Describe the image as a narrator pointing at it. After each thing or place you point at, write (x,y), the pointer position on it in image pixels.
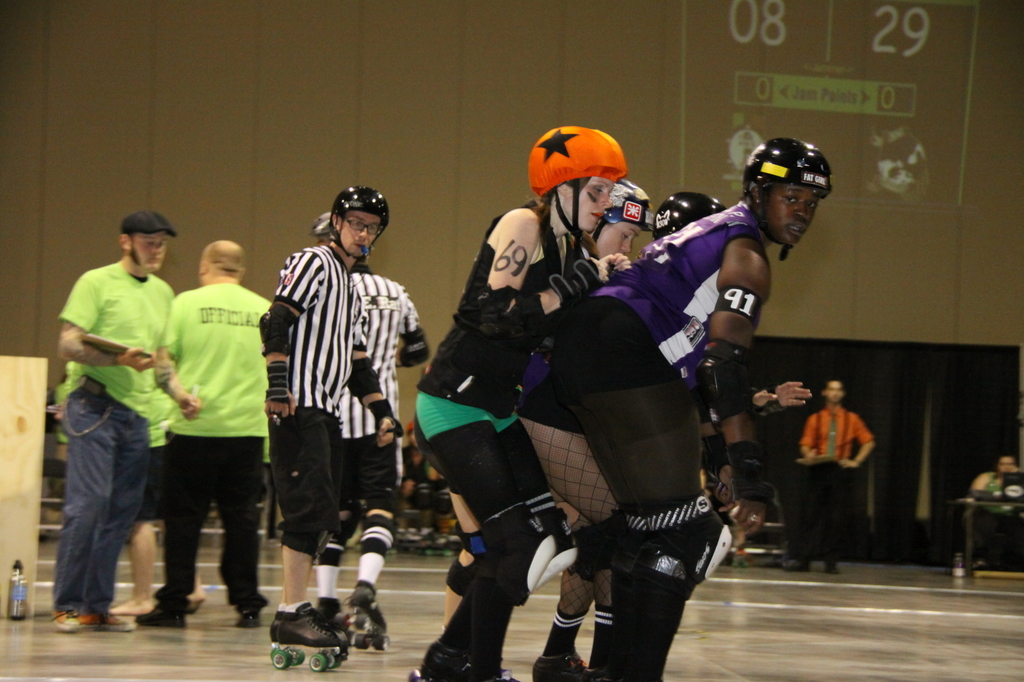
In the center of the image (521,428) we can see a few people (501,455) are skating and they are in different costumes (508,387) and we can see they are wearing helmets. In the background (444,136) there is a wall (875,137) with some text (800,104), few people (984,487) are sitting, few people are standing, few people (237,501) are holding some objects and a few other objects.
